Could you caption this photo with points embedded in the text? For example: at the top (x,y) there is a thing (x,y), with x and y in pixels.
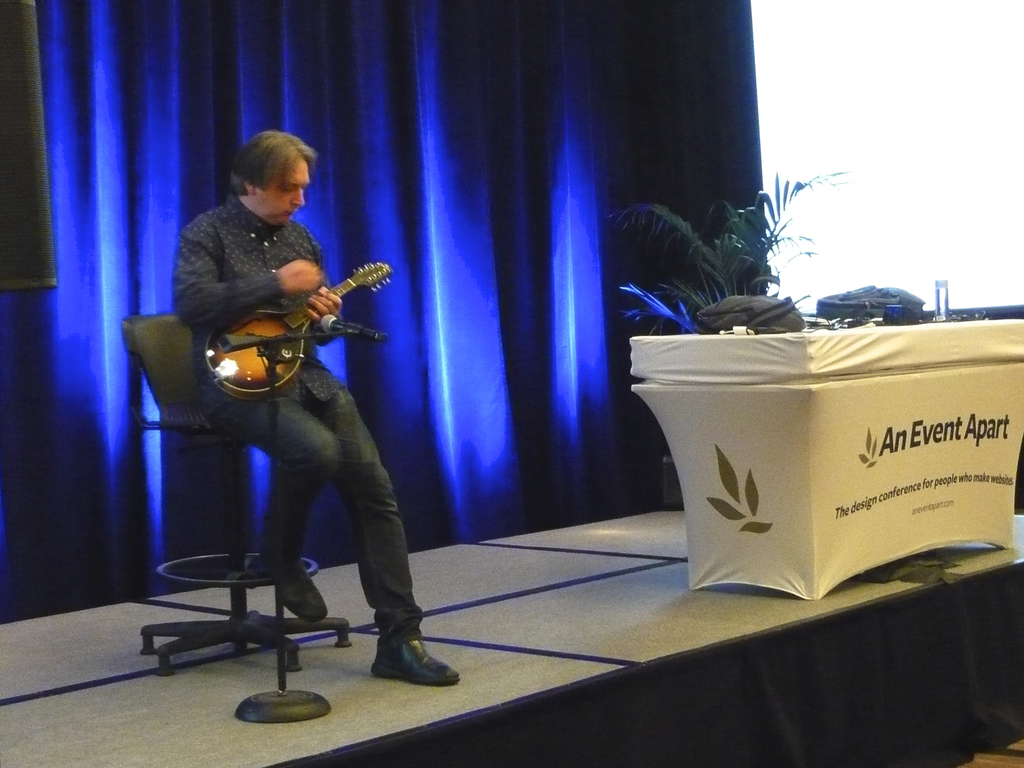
In this image there is a person (301,276) sitting on a chair (202,632) is wearing a black shirt (231,297) and pant (370,441) is holding a musical instrument (381,279) is wearing shoes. There is a mic (280,555) before him. At the background (102,275) there is a curtain (479,474). At the right side (867,307) there is a table (836,333) having bags (885,307) and glass (942,285) on it, behind there is a plant (745,237).
